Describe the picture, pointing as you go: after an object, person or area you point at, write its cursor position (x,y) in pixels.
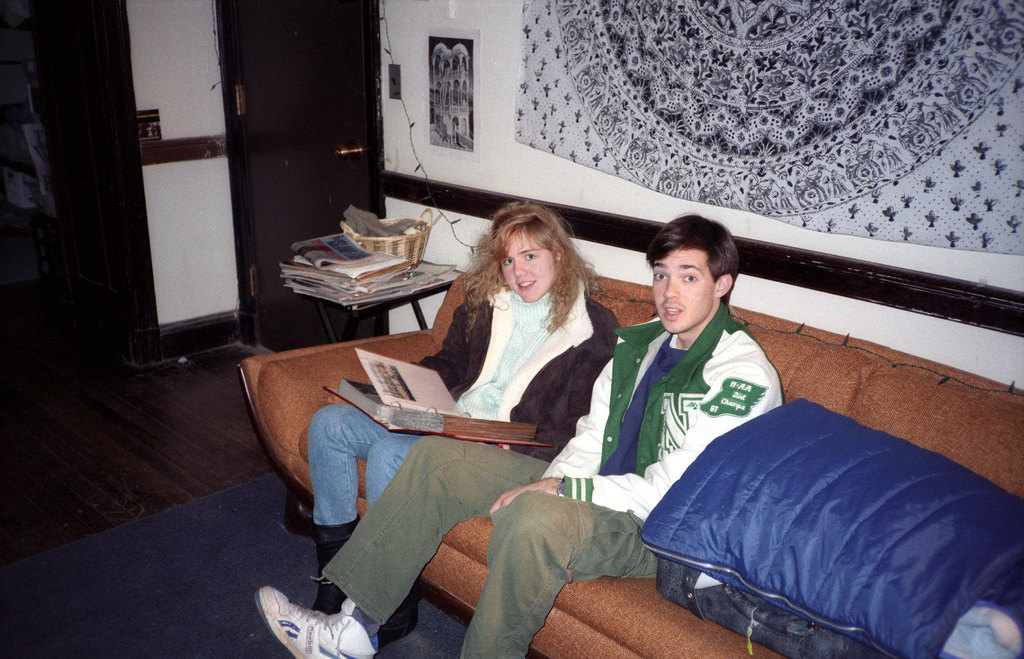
On the background (305,112) we can see a door (283,88) and a decorative wall (647,102). Here we can see two persons (491,460) sitting on the sofa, she is holding an album (427,425) in her hands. Near to them we can see a table (413,306) and on the table (368,308) we can see basket (405,244) and newspapers (348,287). This is a floor (160,455) and a carpet (148,577).
